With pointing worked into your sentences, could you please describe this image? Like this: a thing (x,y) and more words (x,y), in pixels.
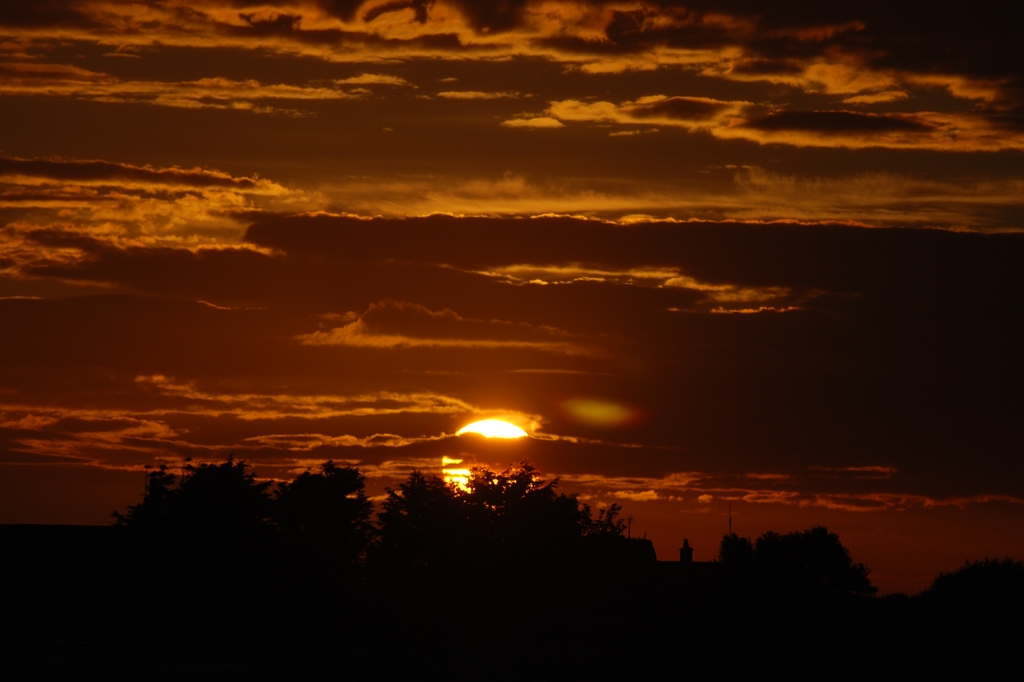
In this image in the center (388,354) there are trees (820,604) and the sky (497,255) is cloudy and in the background (487,425) there is sun (504,430) visible in the sky (852,206).
